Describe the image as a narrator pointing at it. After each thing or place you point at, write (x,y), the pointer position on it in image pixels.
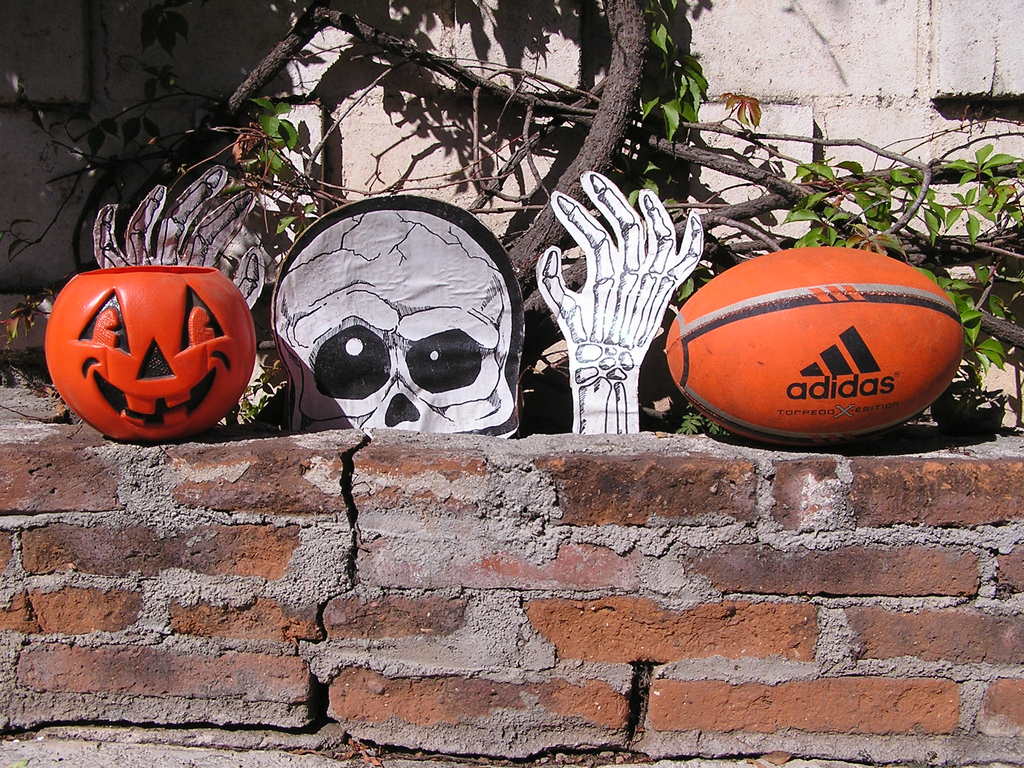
In the foreground of the picture (859,475) there is a brick wall (144,493), on the wall (399,483) there are ball (733,340) pumpkin (201,346) and a toy (422,317). In the background (833,237) there are trees (852,240) and a wall (741,71). It is sunny.
